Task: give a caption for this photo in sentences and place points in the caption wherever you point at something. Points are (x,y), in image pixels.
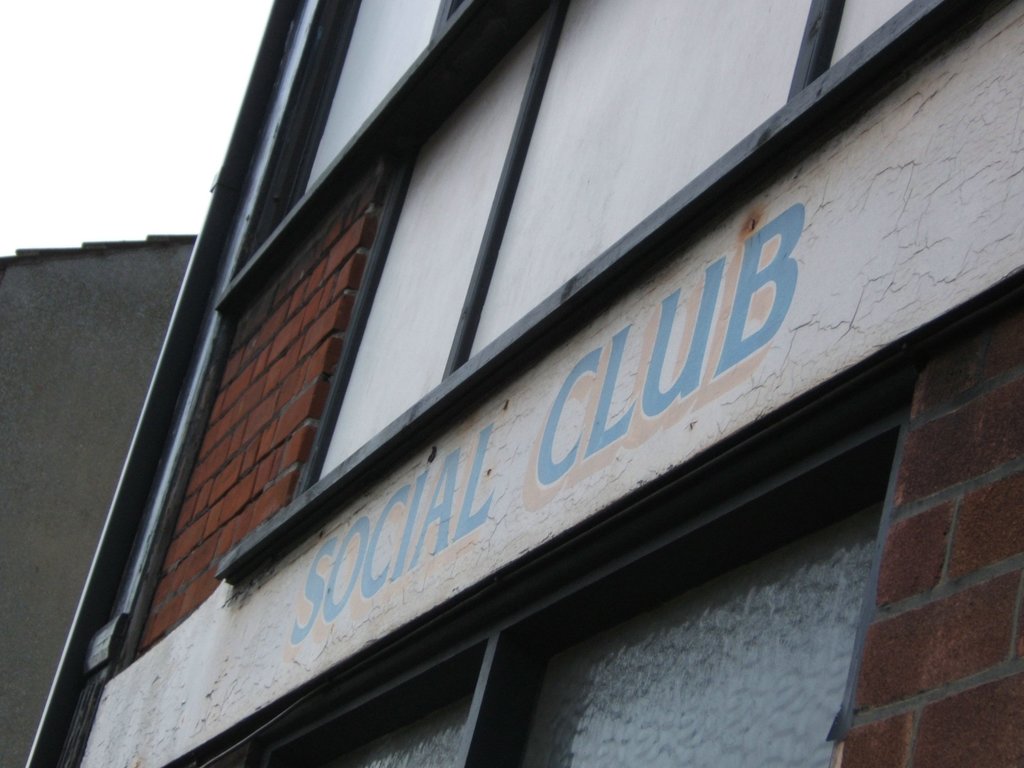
In this image building (308,629), wall (271,404) and sky (120,126).
